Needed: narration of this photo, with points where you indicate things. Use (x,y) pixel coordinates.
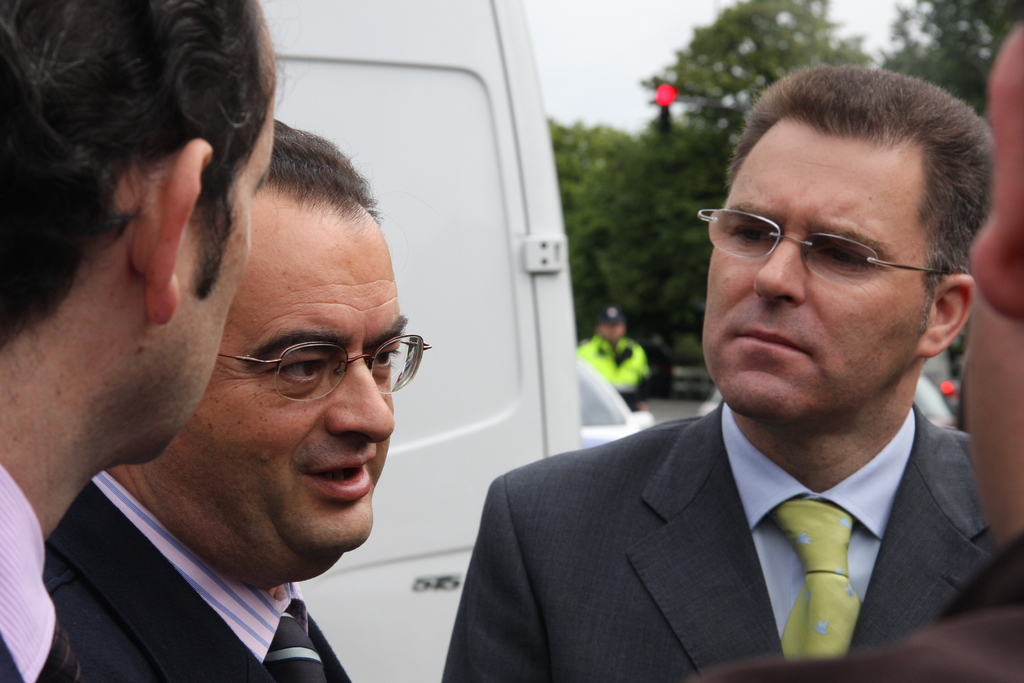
In the foreground of this image (607,490), there are men (333,486) standing wearing coats (921,518). In the background (528,181), there is a vehicle (524,179), few trees (729,117), a pole (672,91) and the sky (626,44) on the top (630,29).
